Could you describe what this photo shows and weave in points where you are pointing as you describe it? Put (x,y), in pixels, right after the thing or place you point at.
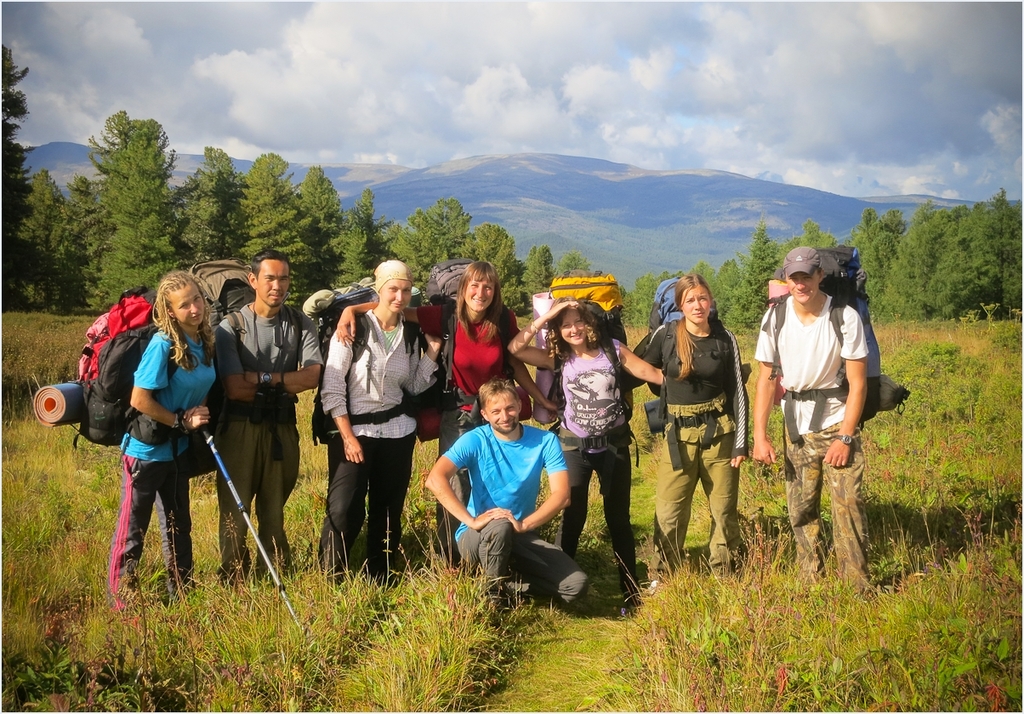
In this image I can see group of people (167,454) standing, in front (502,478) the person (511,490) is sitting wearing blue shirt (493,461), gray pant (520,573). I can also see few bags (674,308) in multi color, background (322,215) I can see trees (277,241) and grass (693,592) in green color and the sky (766,163) is in blue and white color.
